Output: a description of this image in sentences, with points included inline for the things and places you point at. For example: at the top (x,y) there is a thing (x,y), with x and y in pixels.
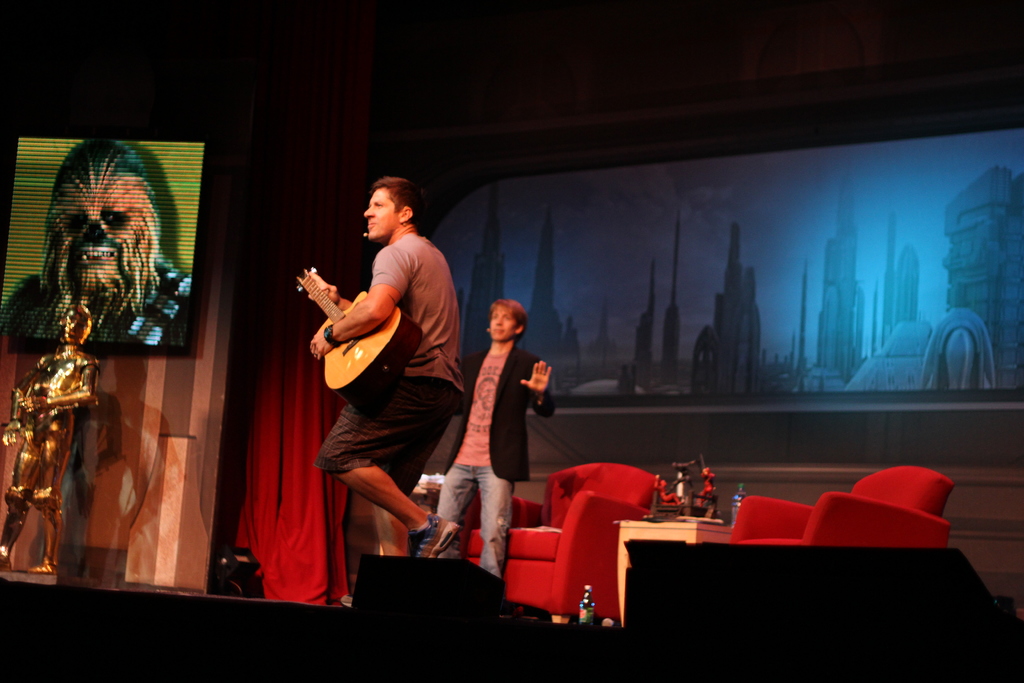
This person (441,403) is playing a guitar (335,375). This is a sculpture (80,358). A picture (169,300) on wall (135,368). These are red couches (592,519). This person (500,513) in black suit (516,368) is standing. On this table (649,522) there is a toy (705,512) and bottle (738,506). This is a red curtain (310,472).
